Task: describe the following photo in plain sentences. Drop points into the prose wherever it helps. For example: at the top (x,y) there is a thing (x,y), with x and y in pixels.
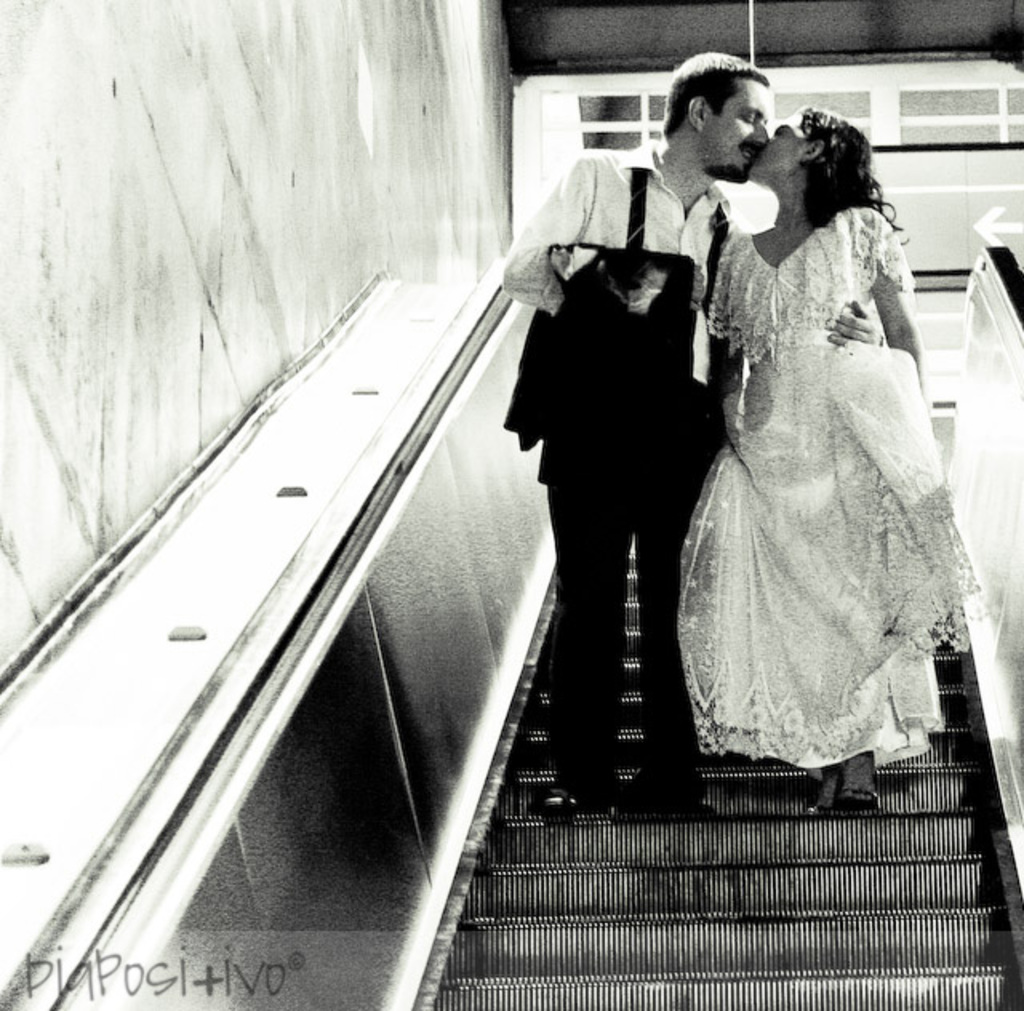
It is a black and white image, on the right side (819,434) a man (678,411) and woman (847,489) are standing on the escalator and kissing each other.
